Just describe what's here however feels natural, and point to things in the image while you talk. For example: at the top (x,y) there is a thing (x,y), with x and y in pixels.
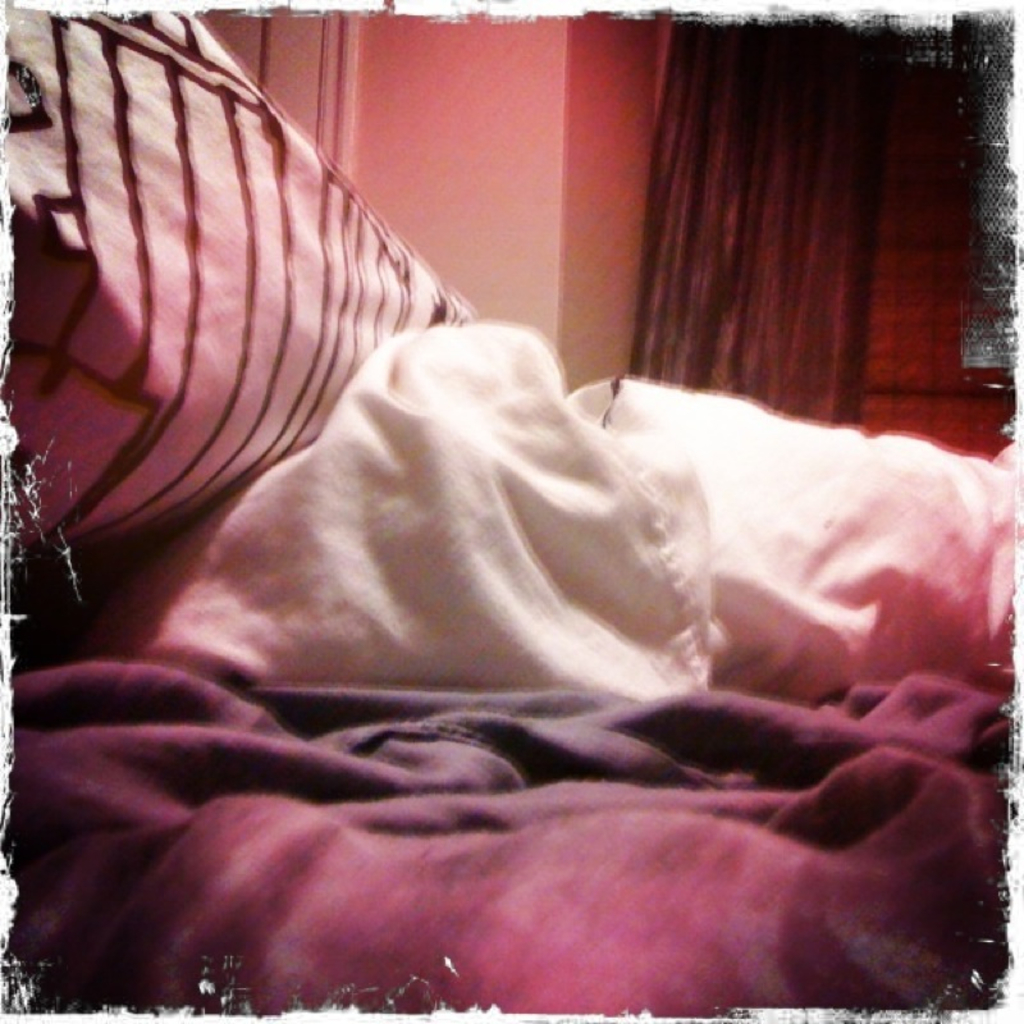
In this image there are clothes (623,679). In the background (541,315) there is a wall (568,235) and we can see a curtain (776,249).
